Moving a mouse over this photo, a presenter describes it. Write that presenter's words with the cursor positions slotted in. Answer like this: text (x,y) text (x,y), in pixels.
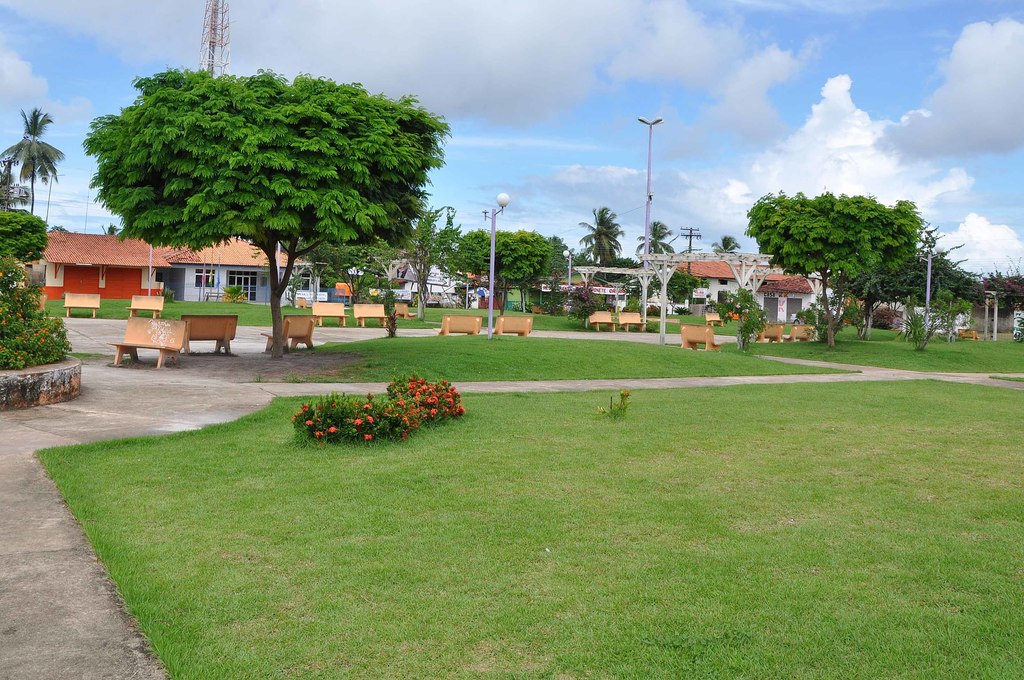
In this image we can see a grassy land (470,401) and a road (243,342). There is a blue and cloudy sky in the image. There is tower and many houses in the image. There are many trees (284,146) and plants (381,421) in the image. There are many flowers (431,399) to the plant (405,408) in the image.
